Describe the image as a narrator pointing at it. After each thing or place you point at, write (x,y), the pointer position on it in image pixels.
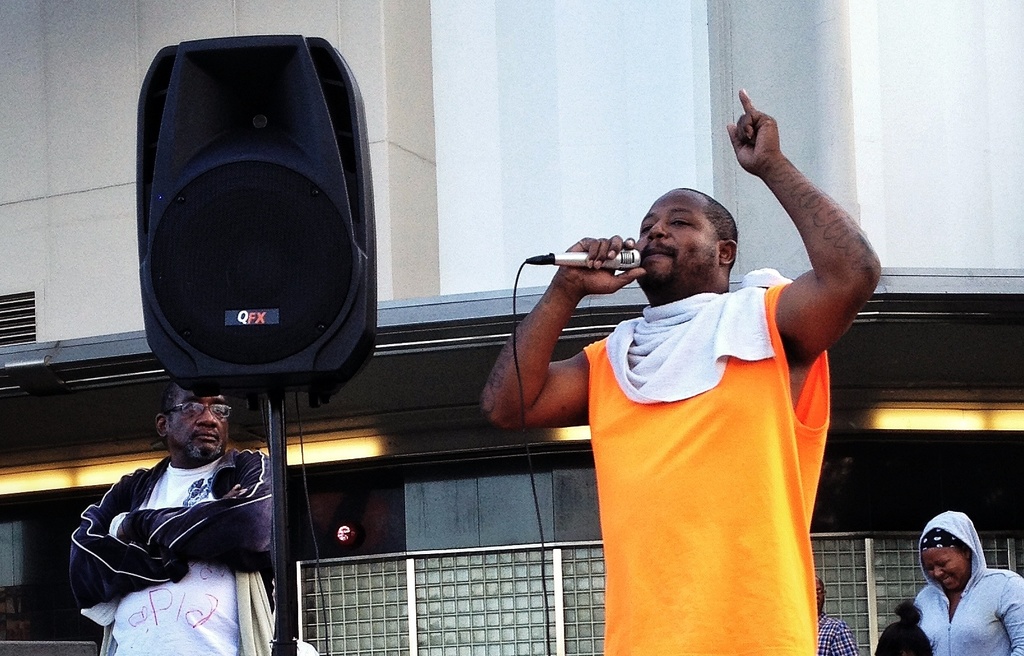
This picture is of the outside. On the right (684,279) there is a Man (674,375) standing and holding a microphone (577,260) in his hand (597,260) and seems to be singing. On the bottom right (955,563) there is a Woman (951,619) standing and smiling. On the left (262,263) there is a speaker (253,368) attached with a stand (280,633) and next to that there is a man (179,464) folding his hands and standing. In the background (527,88) there is a Building (659,55).
